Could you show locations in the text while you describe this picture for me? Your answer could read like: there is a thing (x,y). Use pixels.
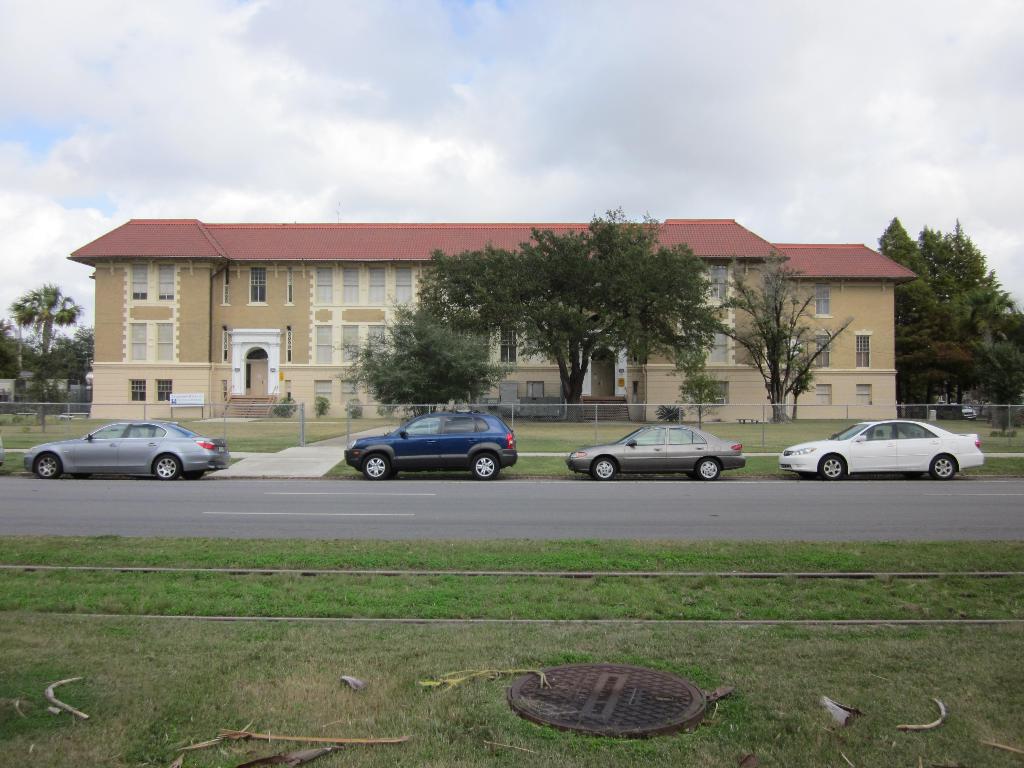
In this image we can see a house (327,344), windows (867,364), vehicles (122,432) on the road (747,517), doors (259,372), fencing (293,417), there are trees (457,341), plants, manhole (640,690) in the garden (485,698), also we can see the sky (461,64).
